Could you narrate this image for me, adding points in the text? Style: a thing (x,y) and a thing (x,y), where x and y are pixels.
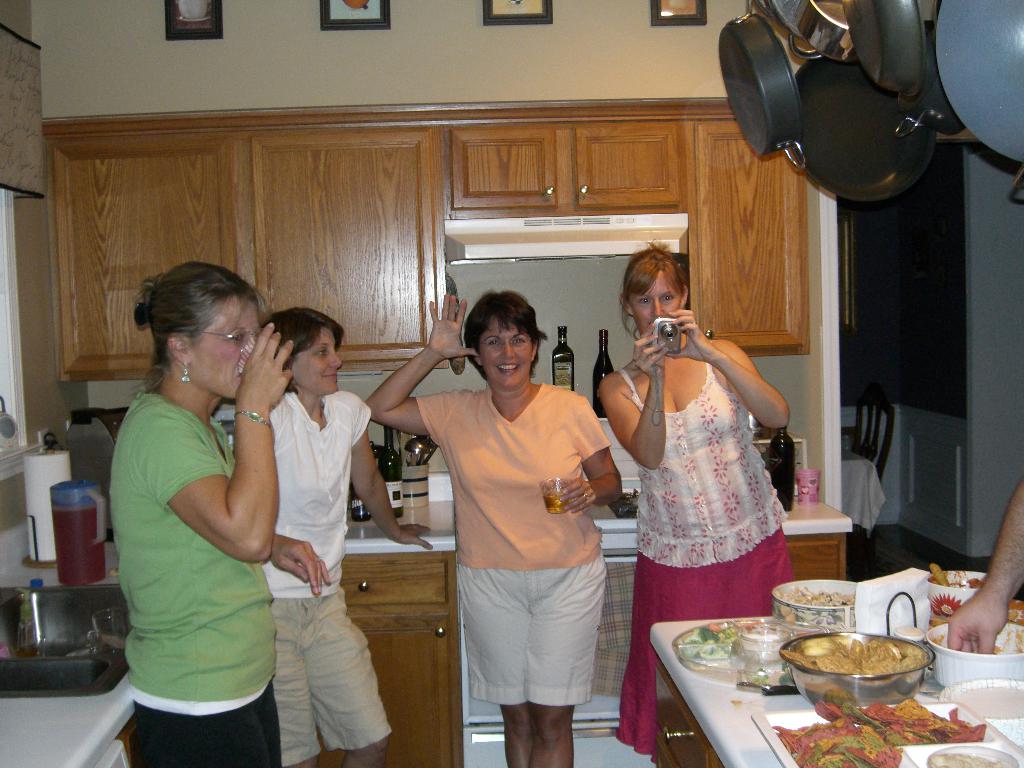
In the image I can see four people (715,542), among them two ladies (149,529) are holding the glasses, a lady (666,420) is holding the camera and they are standing in front of the table (665,650) on which there are some food items (870,663) and behind there is a desk (55,702) on which some things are placed and also we can see some frames (180,18) to the wall (391,78).
